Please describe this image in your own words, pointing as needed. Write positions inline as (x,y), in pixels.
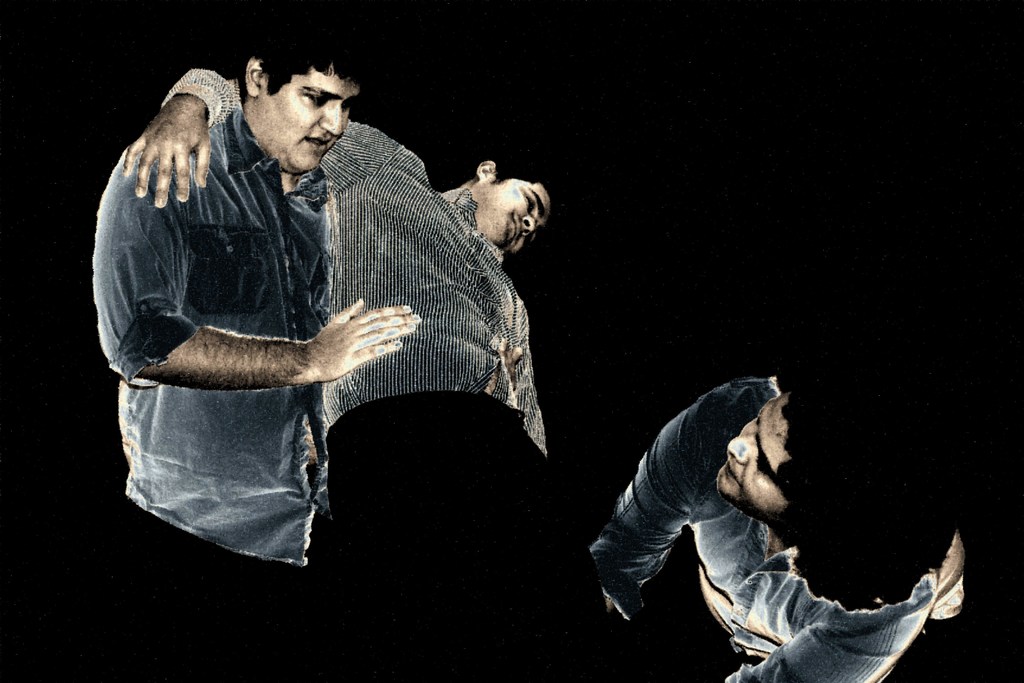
On the left side (215,306), there is a person (213,362) in a shirt (241,296), holding another person (434,326). On the right side (817,530), there is another person (772,484), bending And the background (423,612) is dark in color.
